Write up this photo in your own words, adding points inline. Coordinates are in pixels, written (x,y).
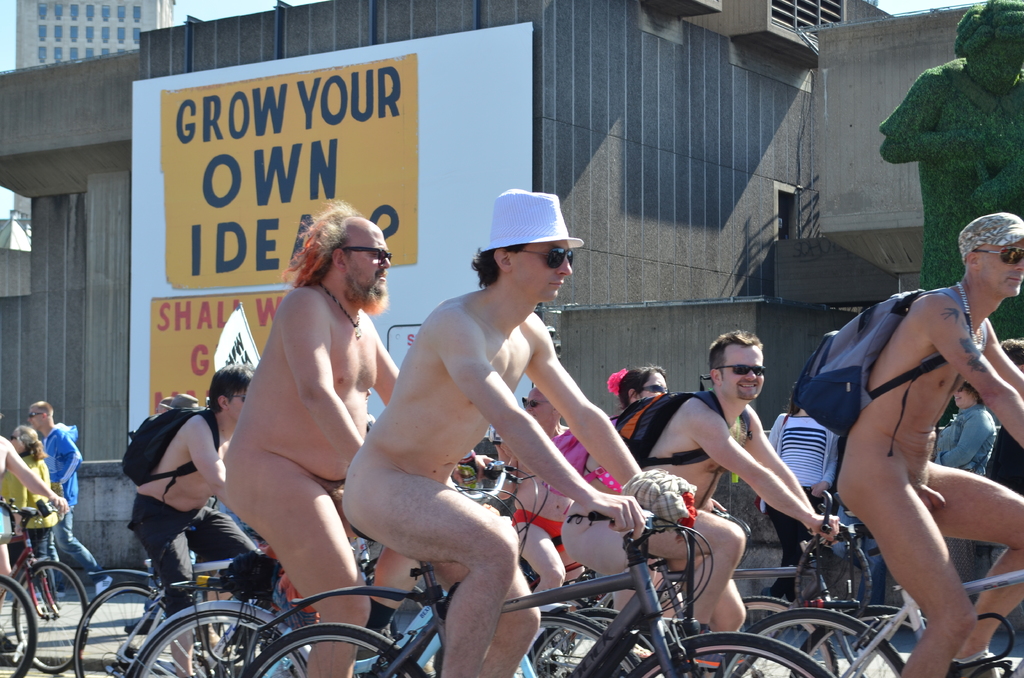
In this image there are group of people (548,418) riding their bicycles (753,654) in the street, at the background (224,47) there are buildings (807,204), tree (991,47), hoarding (167,132), sky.
